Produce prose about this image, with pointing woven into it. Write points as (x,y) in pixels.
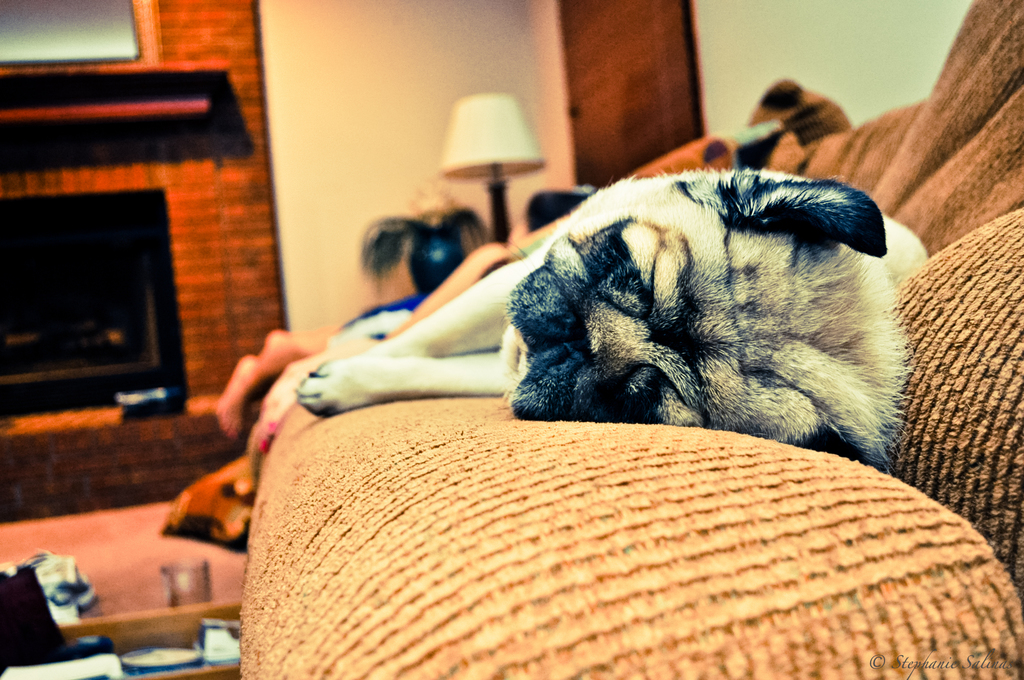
In this image I see a couch (473,409) and I see a dog (642,274) which is sleeping on it and I see a lamp (449,139) over here and I see things (58,568) over here. In the background (275,3) I see the wall (250,190) and I see a blue color thing (436,250) over here.
